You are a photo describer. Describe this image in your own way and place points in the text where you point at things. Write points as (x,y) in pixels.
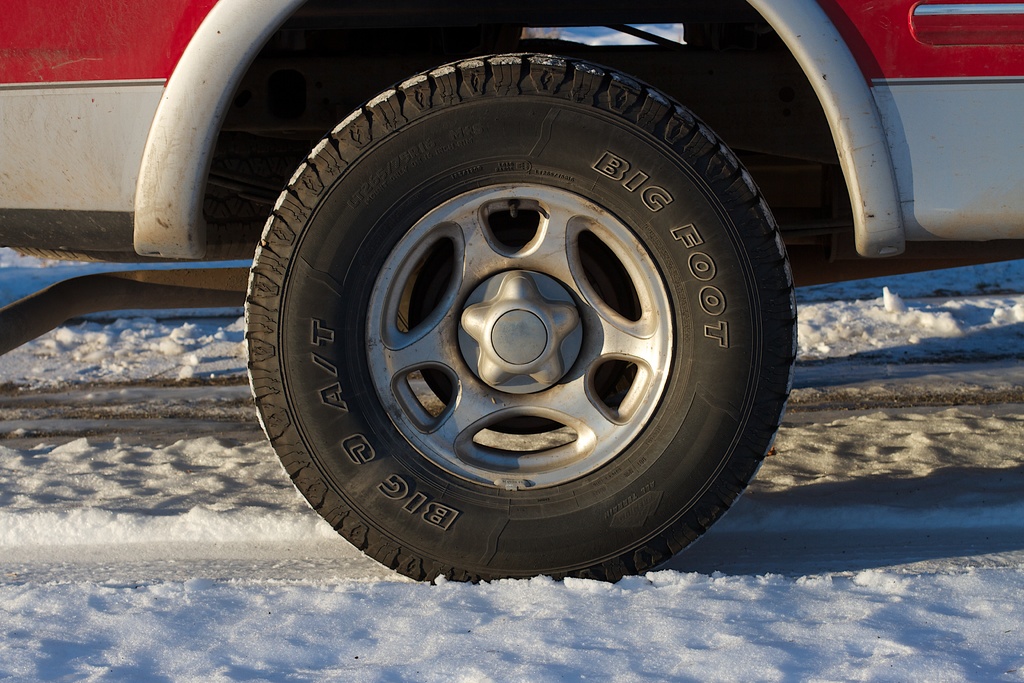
In this picture I can observe tire (548,524) of a vehicle (380,321) in the middle of the picture (348,265). The vehicle (64,21) is in red and grey color. I can observe some snow (329,529) on the land (476,620).
